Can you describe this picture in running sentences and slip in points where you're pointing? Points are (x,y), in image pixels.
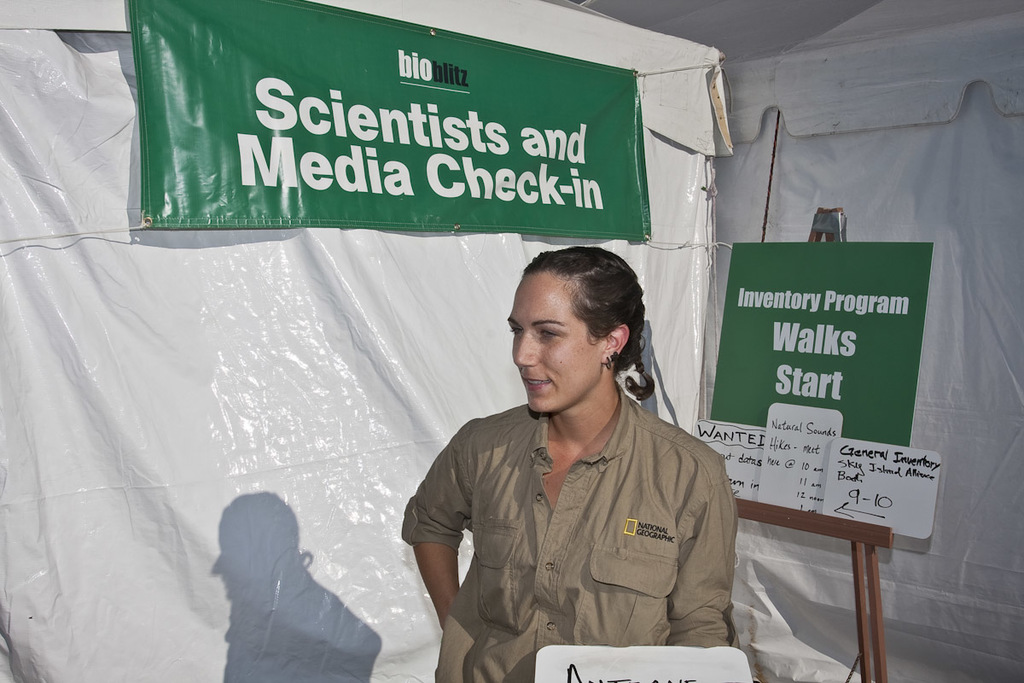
In this picture we can see a woman (577,407), she is in the tent (685,258), beside to her we can find few hoardings (598,205).
